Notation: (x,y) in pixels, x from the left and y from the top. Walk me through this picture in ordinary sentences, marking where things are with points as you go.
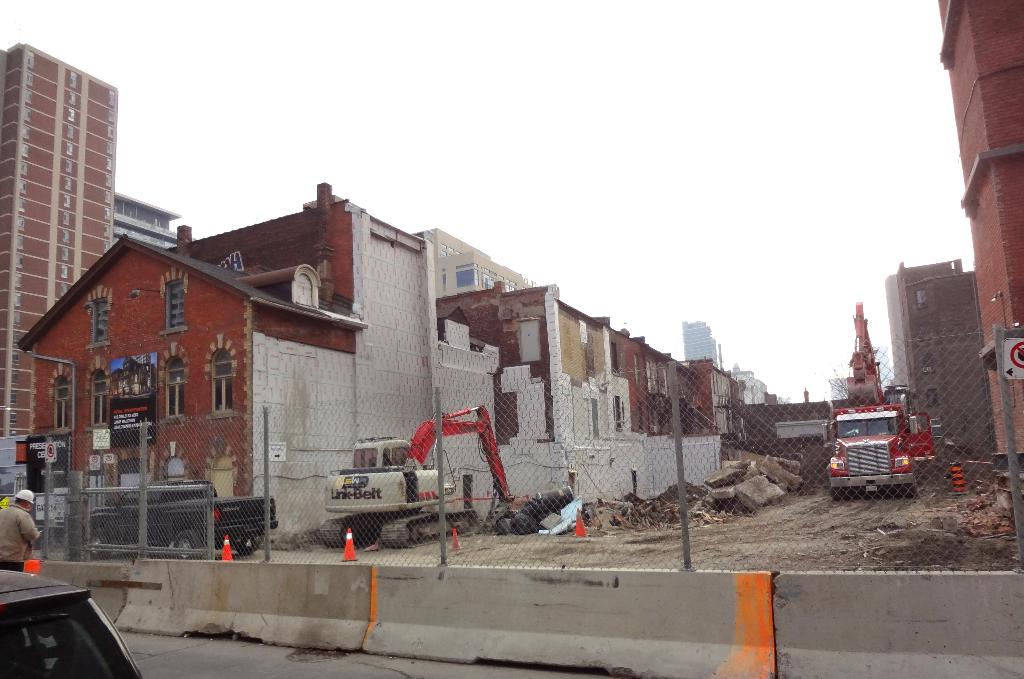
At the bottom of the image (335,587) there is a fencing (436,587). Behind the fencing (601,594) there are few vehicles (394,489) like cranes (400,477). And also there are buildings (291,391) with walls (241,361), windows (181,379) and roofs (337,314). At the top of the image (542,134) there is a sky (198,136).
